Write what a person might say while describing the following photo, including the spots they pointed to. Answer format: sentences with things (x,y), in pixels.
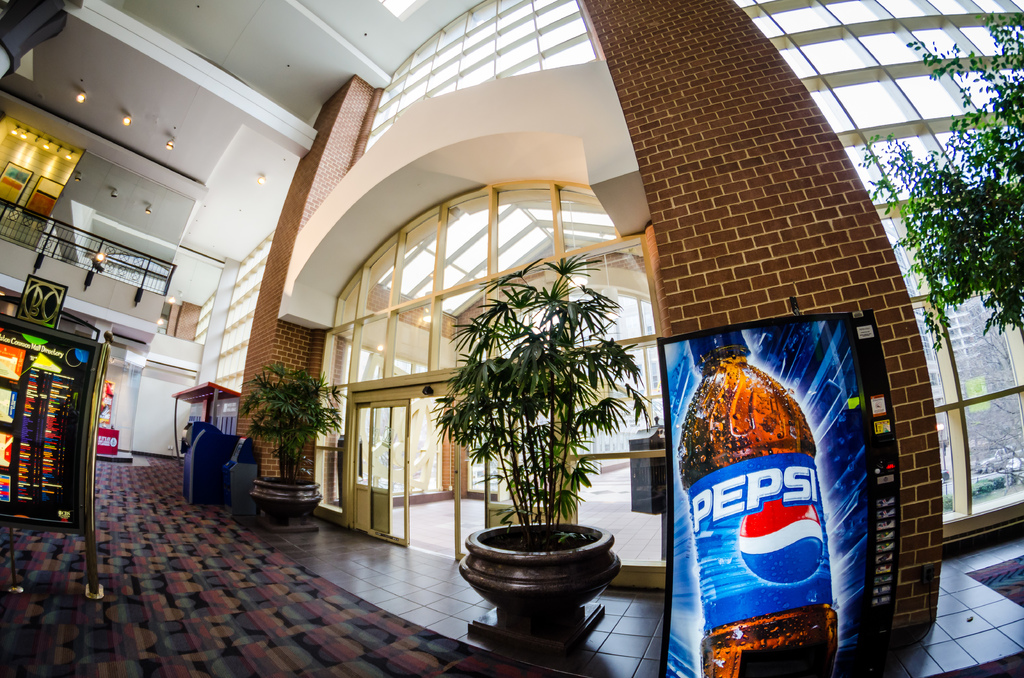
Here in this picture we can see an inside view of a building (110,507) and in the middle (410,448) we can see the front door (360,460) of it and we can also see plants (530,390) present in pots (578,556) and on right side (688,517) we can see refrigerator (819,449) present and on the roof (123,195) we can see lights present and on left side (34,423) we can see a board (60,373) present and on the wall (25,190) we can see some portraits (20,176) present and through the glass (1000,442) we can see other buildings (958,338) present outside and we can also see trees (991,377) present.
